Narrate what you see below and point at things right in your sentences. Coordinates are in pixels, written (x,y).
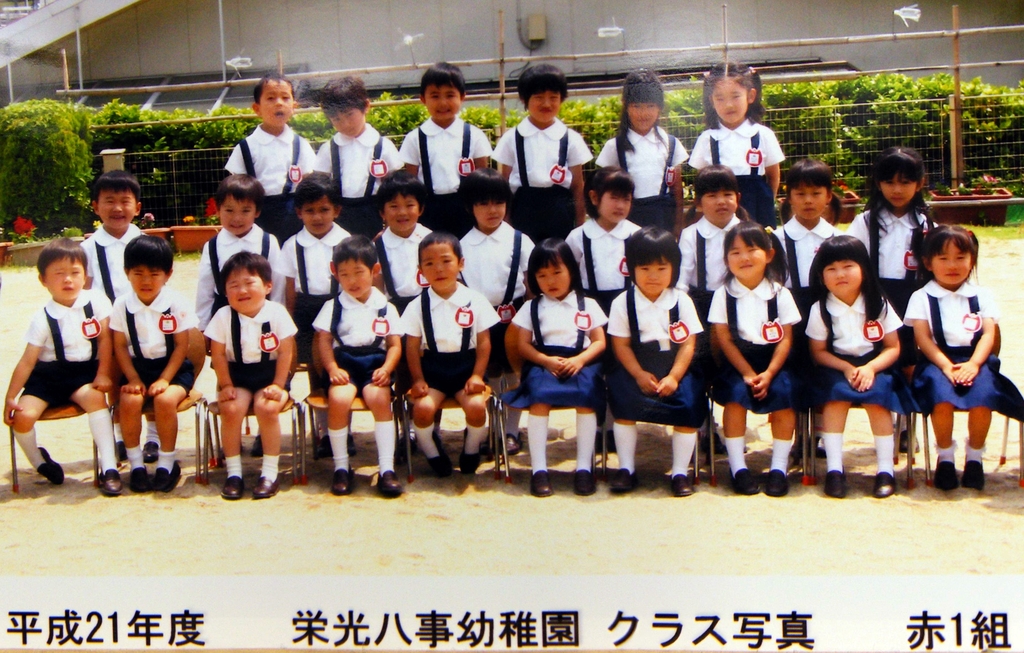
In the foreground of this picture (493,412), there are boys (300,336) and girls (535,261) sitting on the chairs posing a camera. In the background (940,106), there are plants (824,102), railing (875,152), sticks (933,32), sand (28,292) and the wall (381,12).
